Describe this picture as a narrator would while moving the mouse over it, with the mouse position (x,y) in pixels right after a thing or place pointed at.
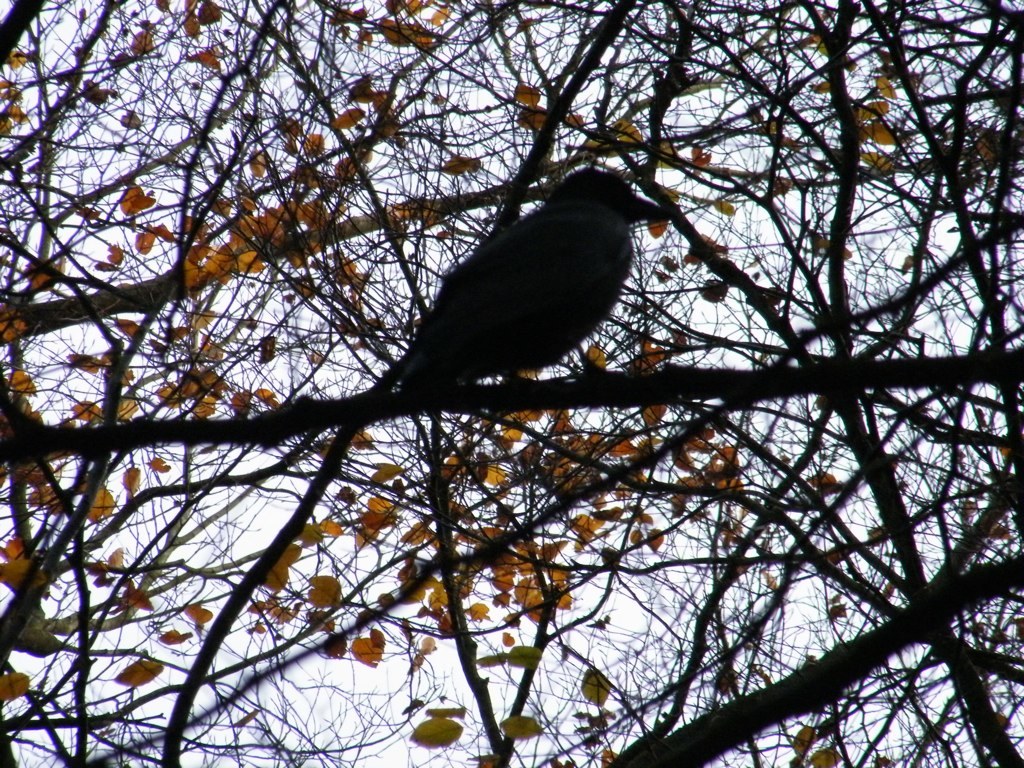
In this image I can see a bird (611,300) is sitting on the branch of a tree (433,396) and the sky (704,527). This image is taken may be during a day.
